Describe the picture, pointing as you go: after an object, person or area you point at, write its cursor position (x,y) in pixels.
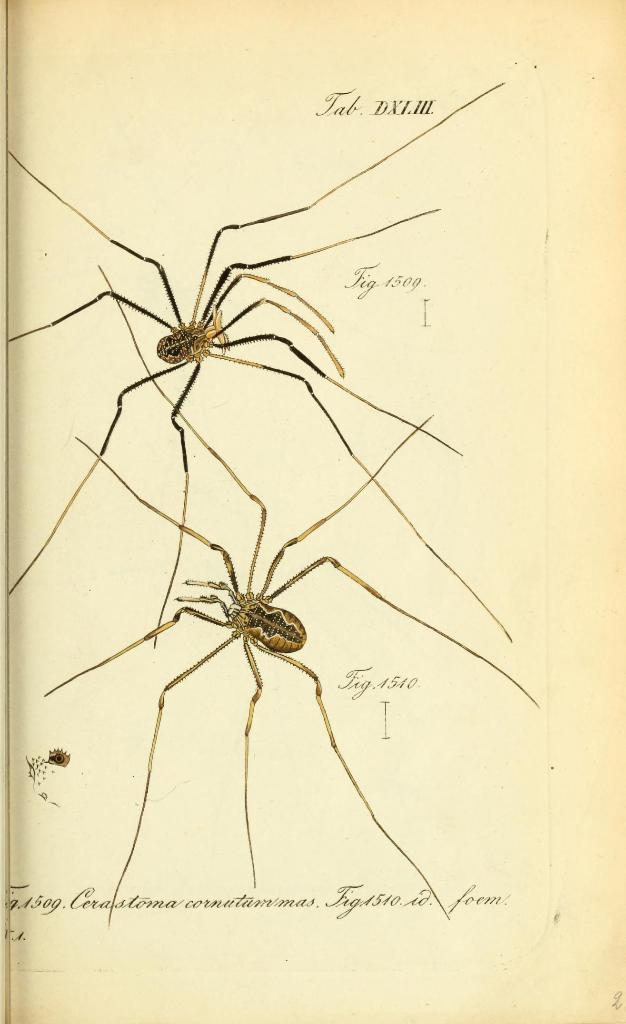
In this image I see a paper (463,738) on which there are 2 spiders (147,258) which are of brown and black in color and I see few words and numbers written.
